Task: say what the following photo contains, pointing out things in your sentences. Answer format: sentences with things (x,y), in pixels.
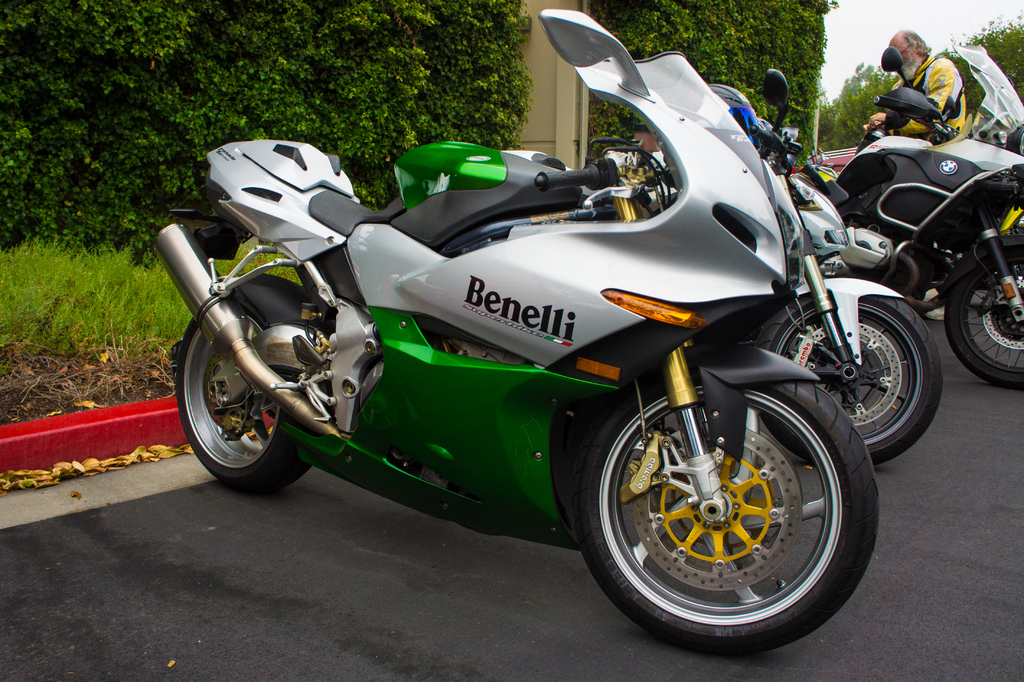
There are bikes (788,388) on the road (505,678) and there is a person (920,44). Here we can see grass (18,294), plants (408,130), and trees (856,79). In the background (850,59) there is sky (844,49).
